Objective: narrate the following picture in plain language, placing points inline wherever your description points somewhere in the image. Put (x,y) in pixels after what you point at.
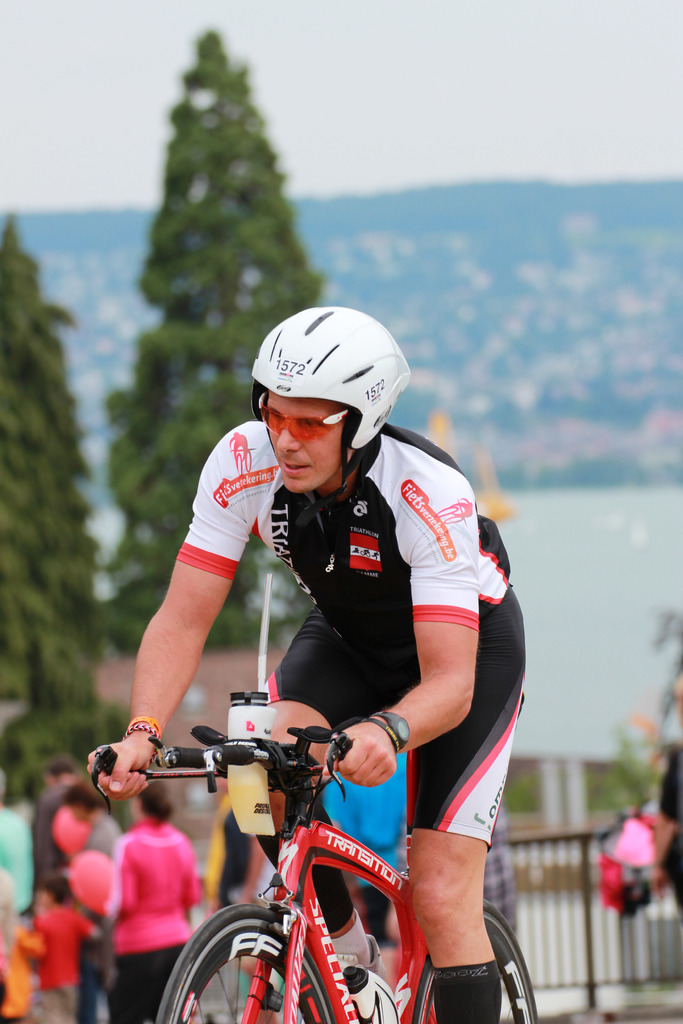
In this picture i could see a person (467,749) riding a bicycle (305,886) having a helmet (316,374) on him in the background (186,348) i could see trees (10,468) and hilly area (479,292) and some other persons (121,840) standing in the left corner of the picture (70,886).
